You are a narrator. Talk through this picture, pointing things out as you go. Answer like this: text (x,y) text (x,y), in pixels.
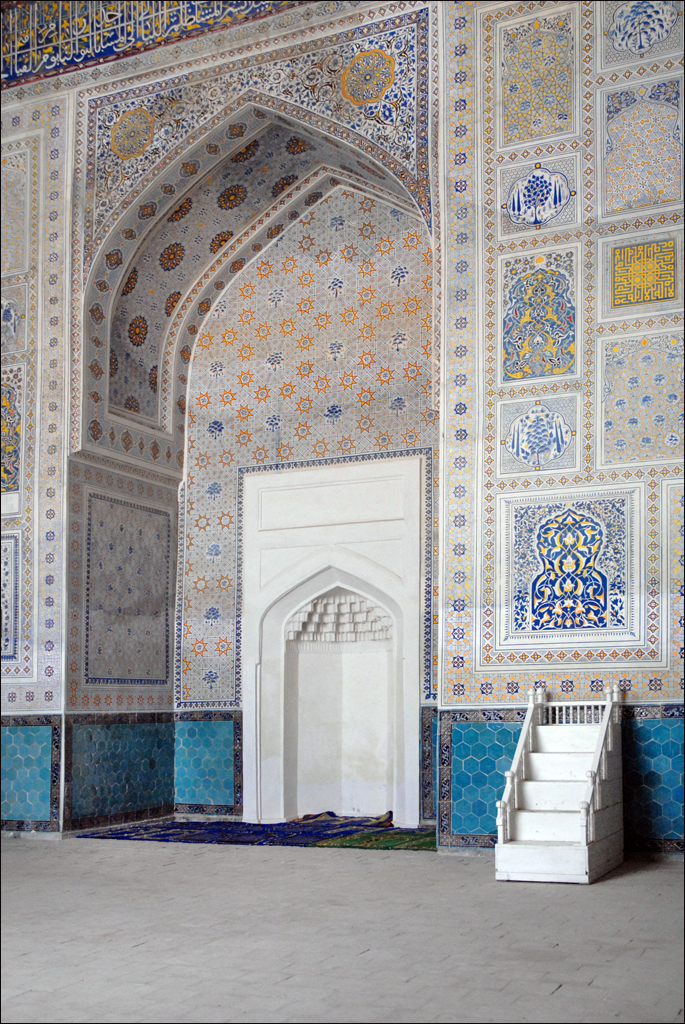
In this picture we can see an arch (314,289) here, on the right side (535,781) there are stairs (542,768), we can see wall designs (514,201) here.
